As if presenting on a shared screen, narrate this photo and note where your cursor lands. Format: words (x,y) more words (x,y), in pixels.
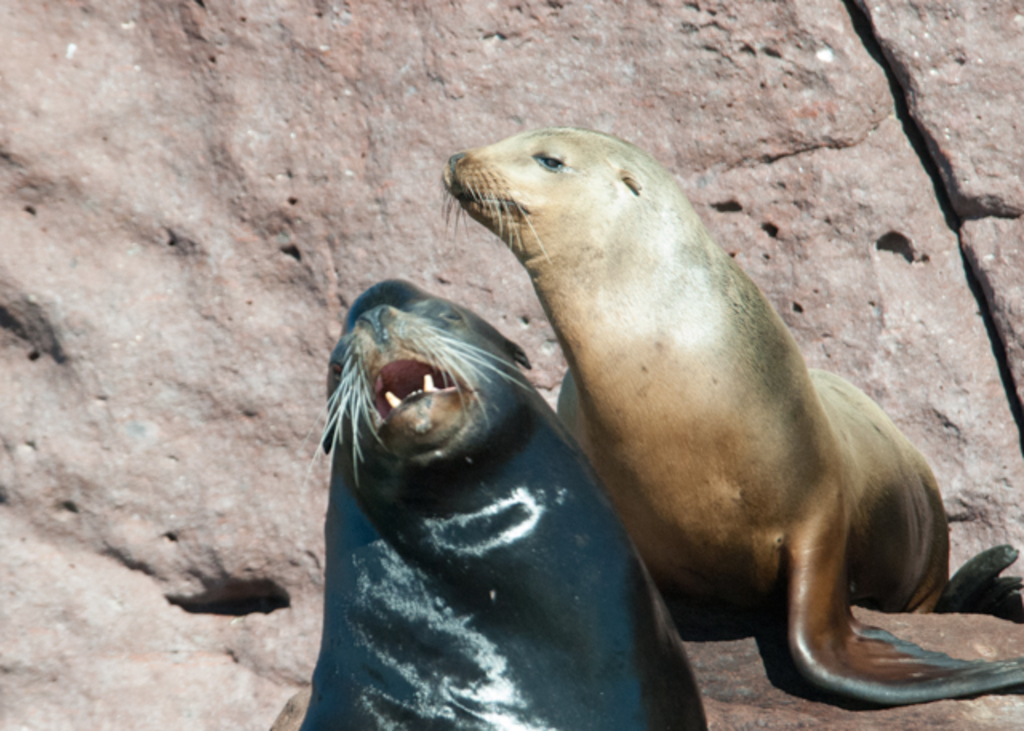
In the picture I can see two seals (483,472) are sitting on the rock (740,678). The seal (462,496) in the front (461,579) is dark in color.
